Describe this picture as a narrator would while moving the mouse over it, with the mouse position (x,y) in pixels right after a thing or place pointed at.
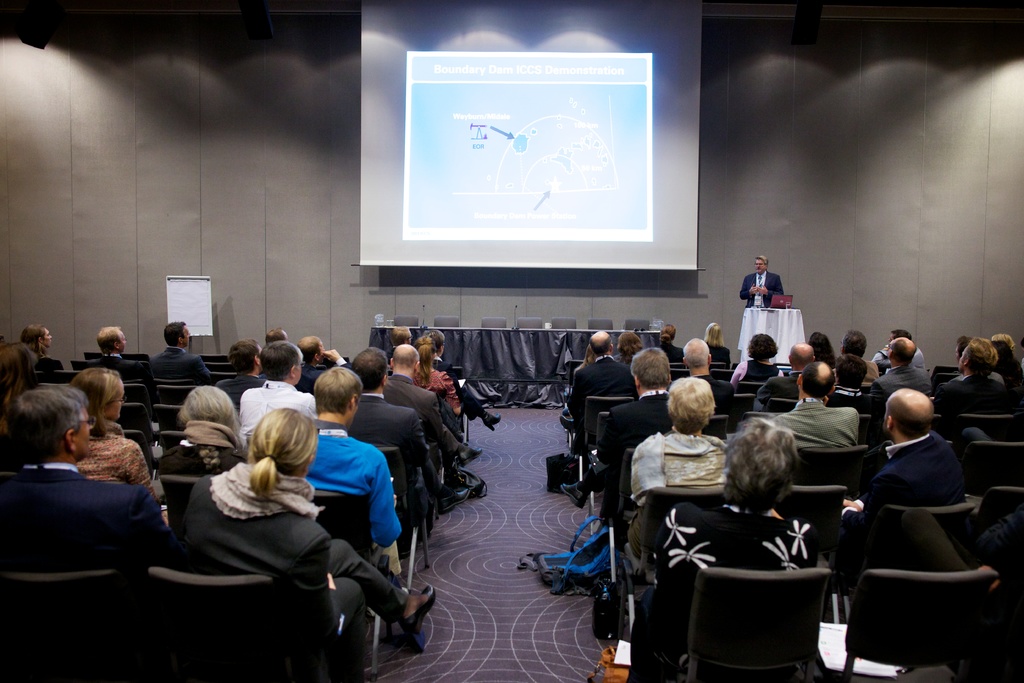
In this image, there are some people (224,563) sitting on the chairs (791,510) which are in black color, in the middle (423,251) there is a power point projection (422,80) which is in white color, there is a man (761,296) standing and he is speaking and in the background (134,172) there is a grey color wall (121,164).
